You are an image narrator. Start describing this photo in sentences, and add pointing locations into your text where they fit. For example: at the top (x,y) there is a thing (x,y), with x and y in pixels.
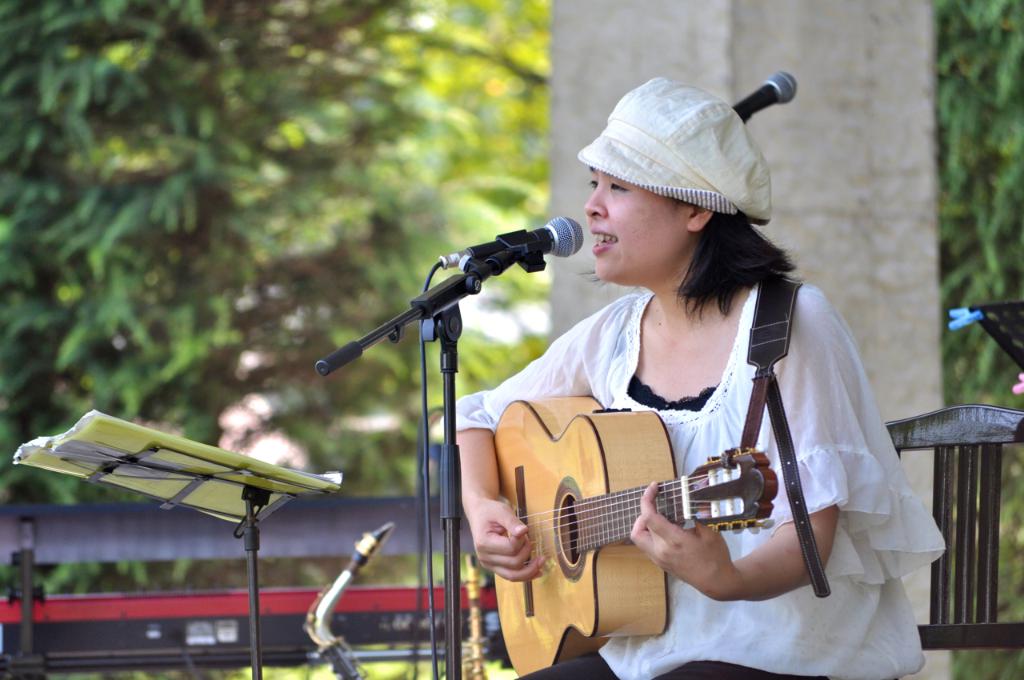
In this image i can see a woman (830,472) holding a guitar (601,470) and singing in front of a micro phone (551,249) at the back ground (586,97) i can see a pillar (594,83) and a tree (355,95).
